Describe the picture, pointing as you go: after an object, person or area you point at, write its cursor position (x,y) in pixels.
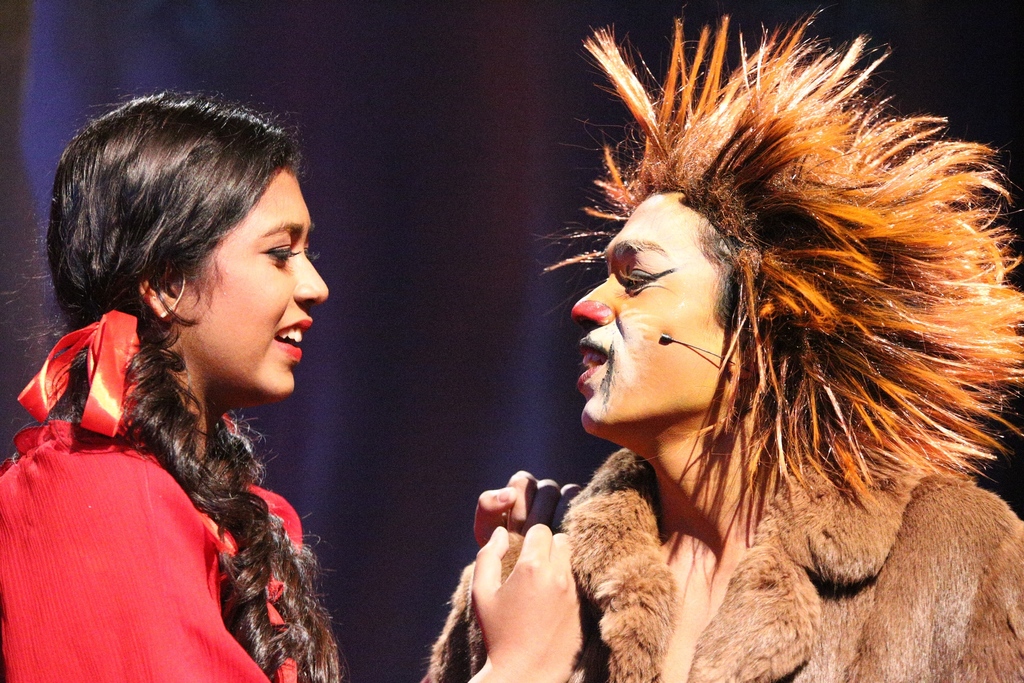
On the left side of the image (125,524) there is a lady (129,516) with red dress (121,476). In front of her there is a person (806,574) with costume (758,363) and painting (654,309) on the face (658,339) and there is a mic (678,343). Behind them there is a dark background (103,81).
